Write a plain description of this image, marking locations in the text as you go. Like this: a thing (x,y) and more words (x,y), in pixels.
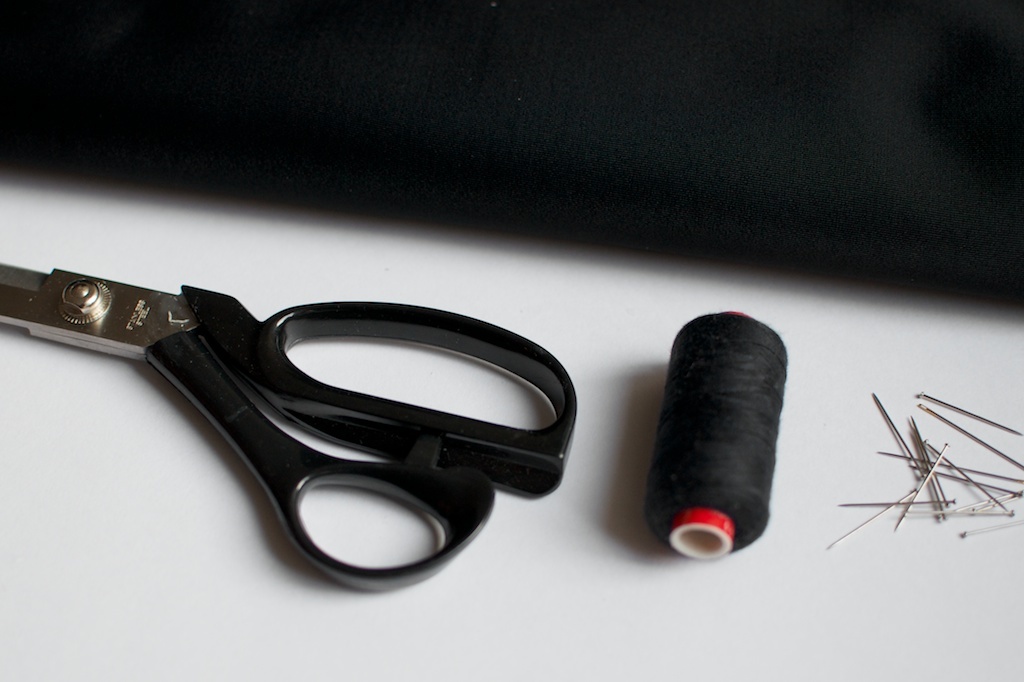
There is a white surface (362,258). On that there is a scissors (305,452), thread (661,428) and needles (920,445).
